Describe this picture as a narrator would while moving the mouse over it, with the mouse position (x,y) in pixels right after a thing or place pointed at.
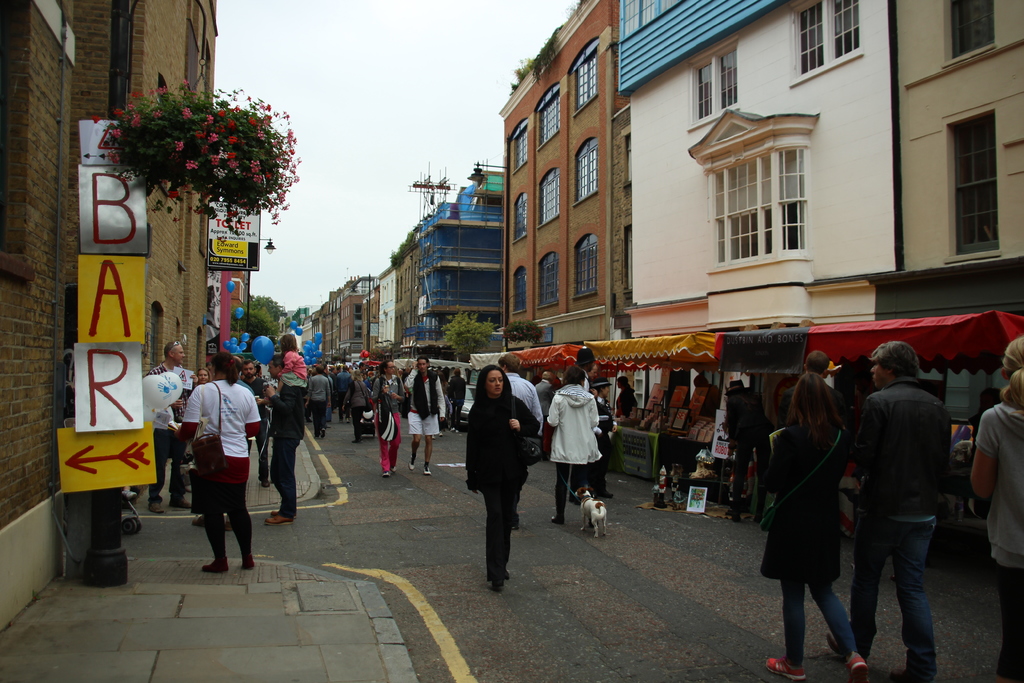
In this image there are some persons (516,473) standing in middle of this image (505,437) and there are some shops (773,398) on the right side (693,369) to this image. There are some buildings (583,333) in the background (304,314). There is a plant (189,194) on the left side of this image (188,155), and there is a sky (422,159) on the top of this image (404,92). There is a floor (410,593) in the bottom of this image (366,625) and there are some posters (108,310) are kept on the left side of this image (95,404).
